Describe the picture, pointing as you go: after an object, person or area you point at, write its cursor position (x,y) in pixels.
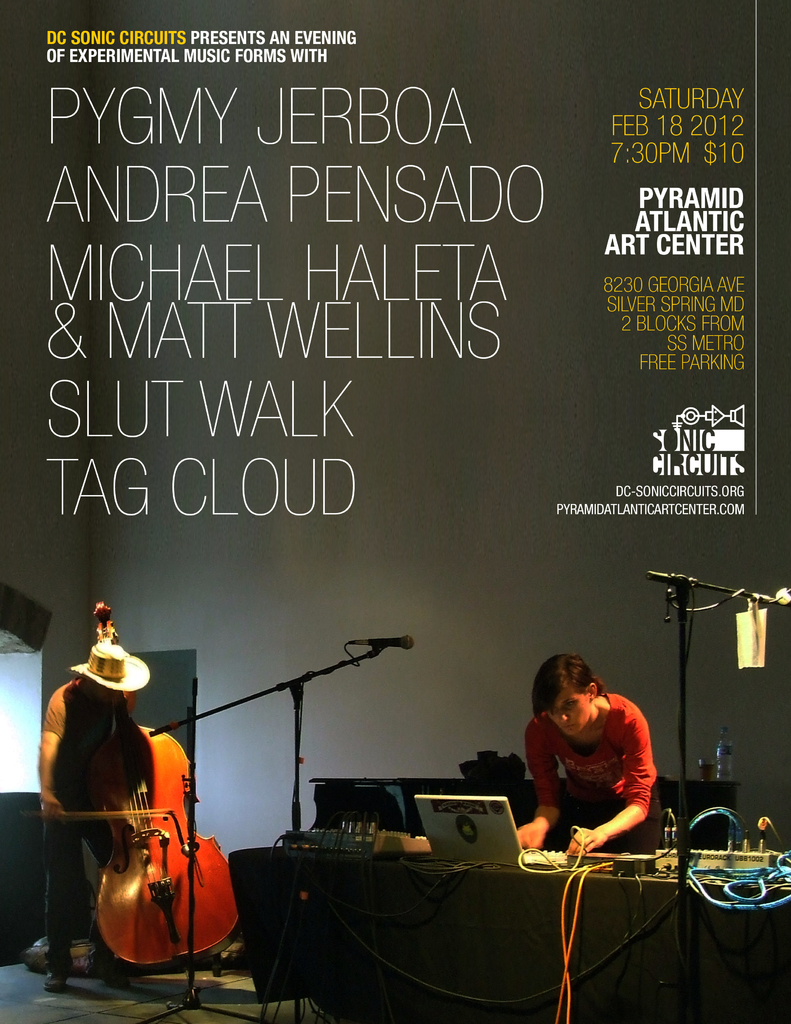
In this picture I can see a poster (313,444) with some text (374,281) and I can see couple of them (629,814) standing and I can see a woman (542,689) working on the laptop (460,845) and I can see couple of microphones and a double bass (111,881) and I can see few electronic devices (645,870) on the table (476,883).
